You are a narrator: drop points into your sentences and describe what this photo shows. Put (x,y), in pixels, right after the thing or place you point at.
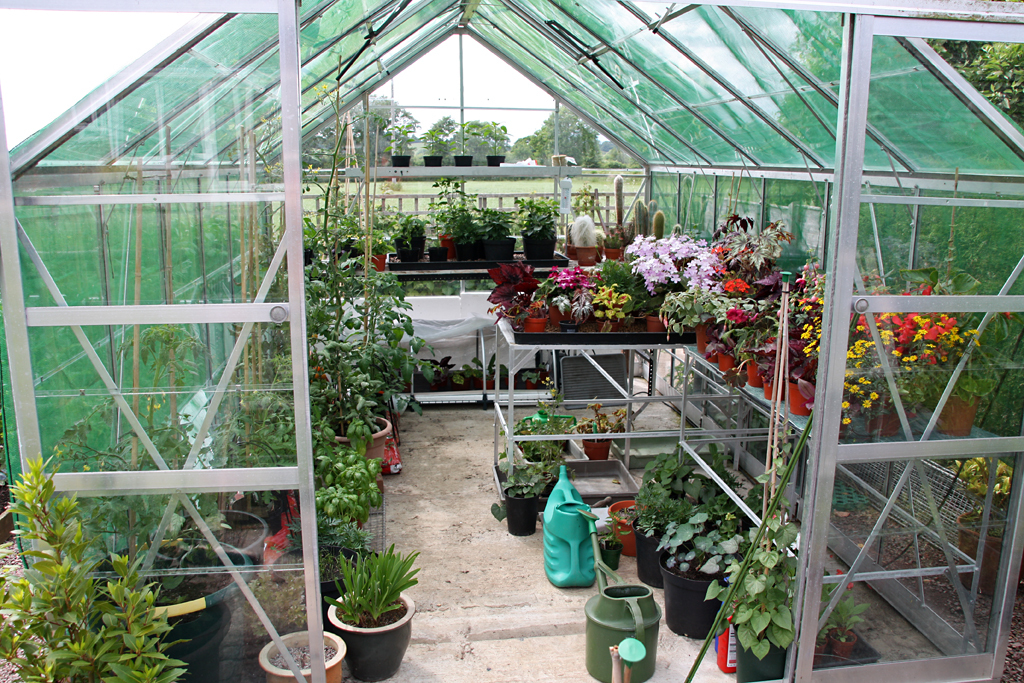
Here we can see flowers (631,254) and house plants (349,585) on the surface (769,401), this is shed (388,111). In the background (388,111) we can see trees (578,132) and sky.
